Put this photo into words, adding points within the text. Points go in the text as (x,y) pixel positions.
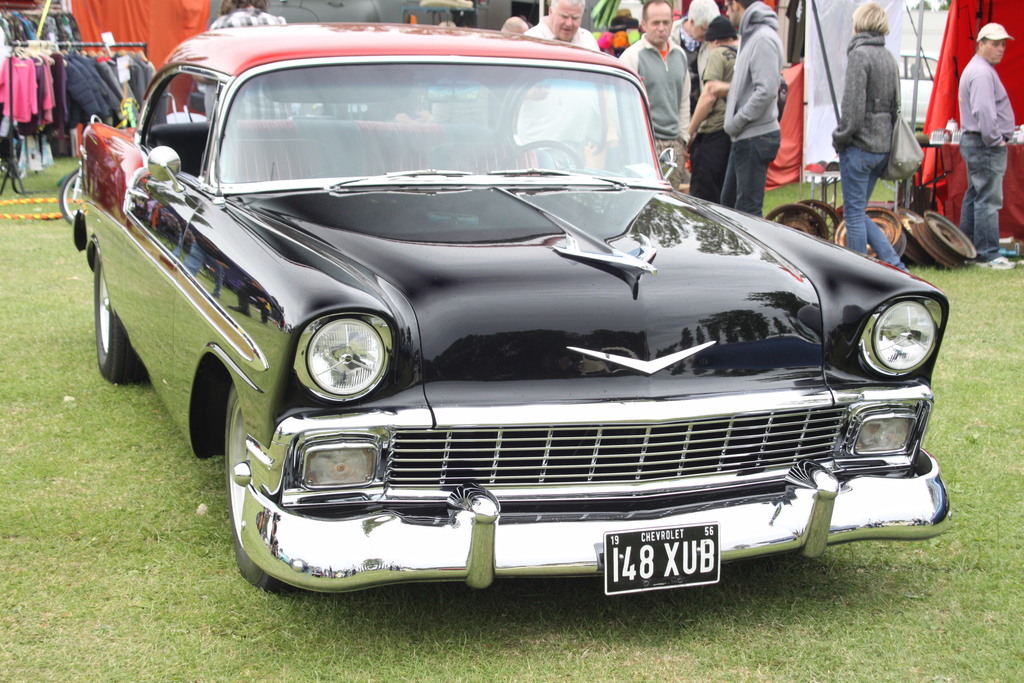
There is a car (404,300) present on a grassy land (72,427) as we can see in the middle of this image (446,407). We can see a group of people (694,86), clothes (31,81) and a curtain (168,16) in the background (747,53).
